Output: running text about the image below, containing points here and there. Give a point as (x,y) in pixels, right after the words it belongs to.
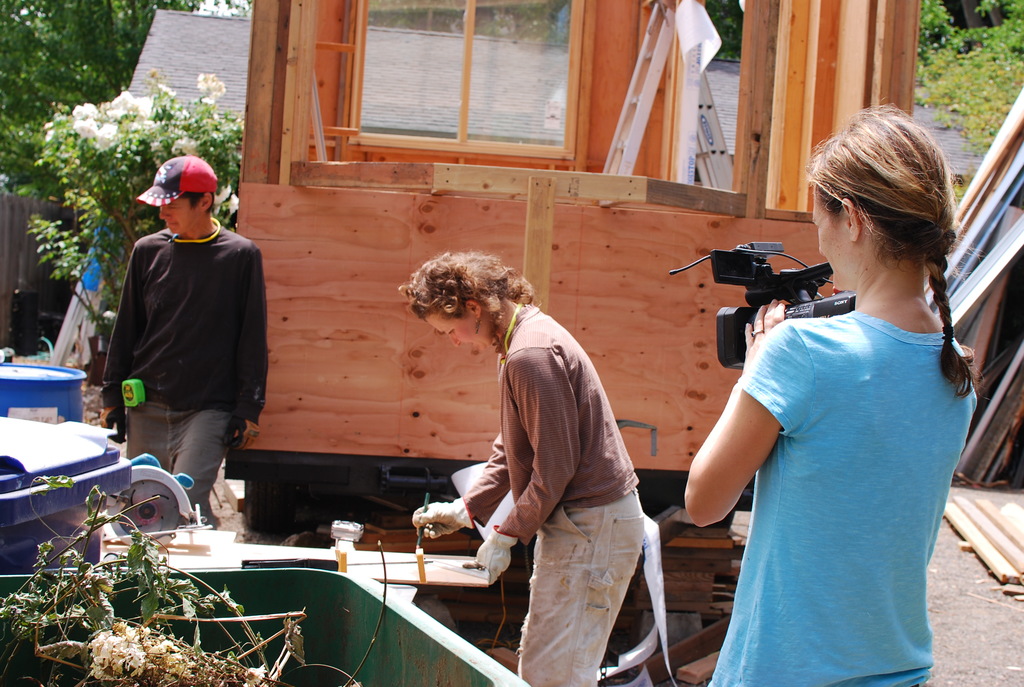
In this image in the foreground (836,436) there is one woman (841,393) who is standing and she is holding a camera (850,304), and in the center (478,332) there is one women (537,563) who is standing and she is painting. On the left side (198,432) there is one man (191,343) who is standing, and in the background (494,172) there is a wooden house (504,164) and some trees (949,90), plants (155,142), flowers (150,121) and some sticks (996,260). At the bottom (497,606) there are some wooden boxes (509,613) and some containers (203,638) and some grass (28,625), in the background (188,57) there is a house (502,98).
